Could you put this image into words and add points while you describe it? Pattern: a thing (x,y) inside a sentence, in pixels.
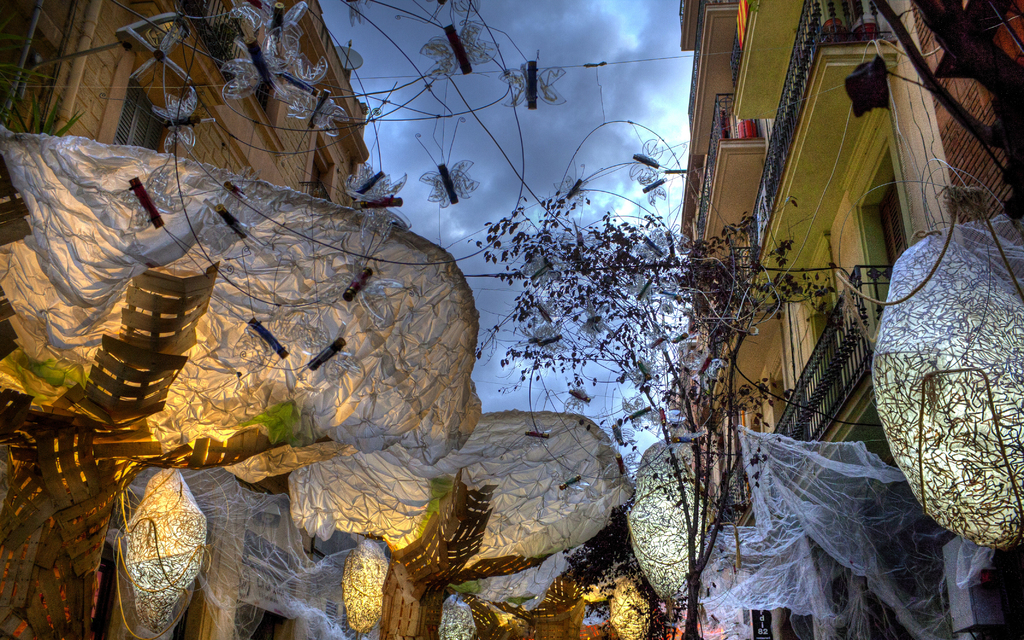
In the image we can see buildings (866,180), decoration (990,405), plant (675,386), fence (831,392), leaves (50,121) and a cloudy sky (566,122).
